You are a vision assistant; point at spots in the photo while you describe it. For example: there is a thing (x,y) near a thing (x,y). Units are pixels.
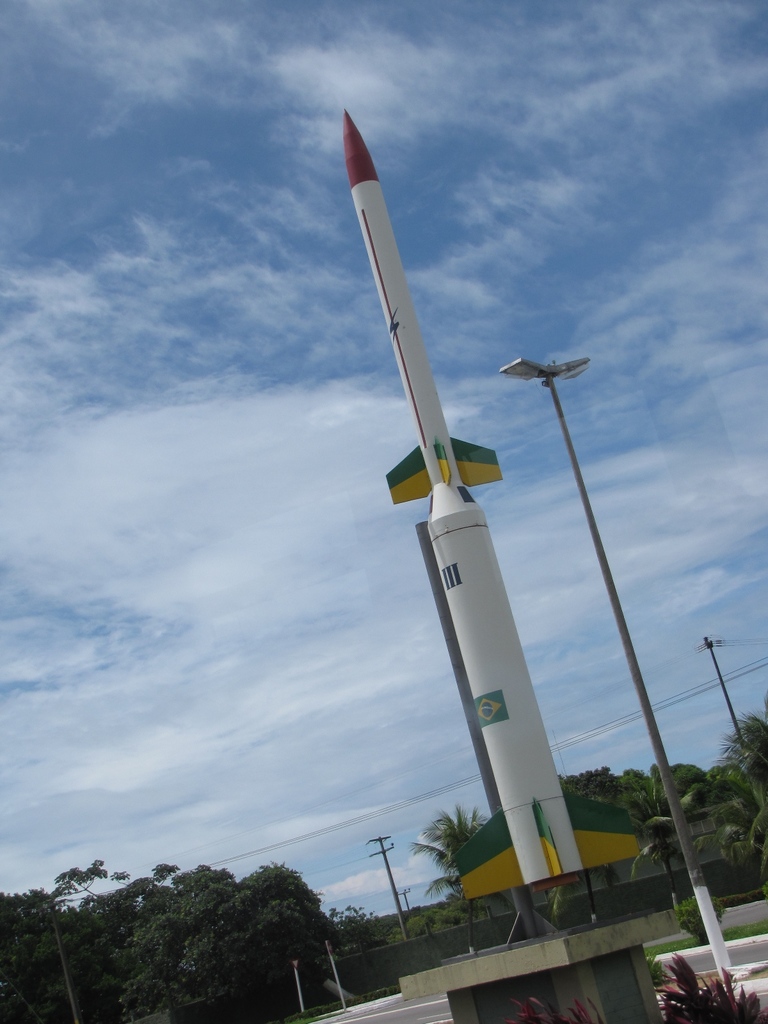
In this picture we can see the white color rocket (484,695) is on a pedestal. Beside there are some trees (145,893) and street lights (551,373). In the background (352,466) there is a blue sky (155,454) with clouds (200,654).
